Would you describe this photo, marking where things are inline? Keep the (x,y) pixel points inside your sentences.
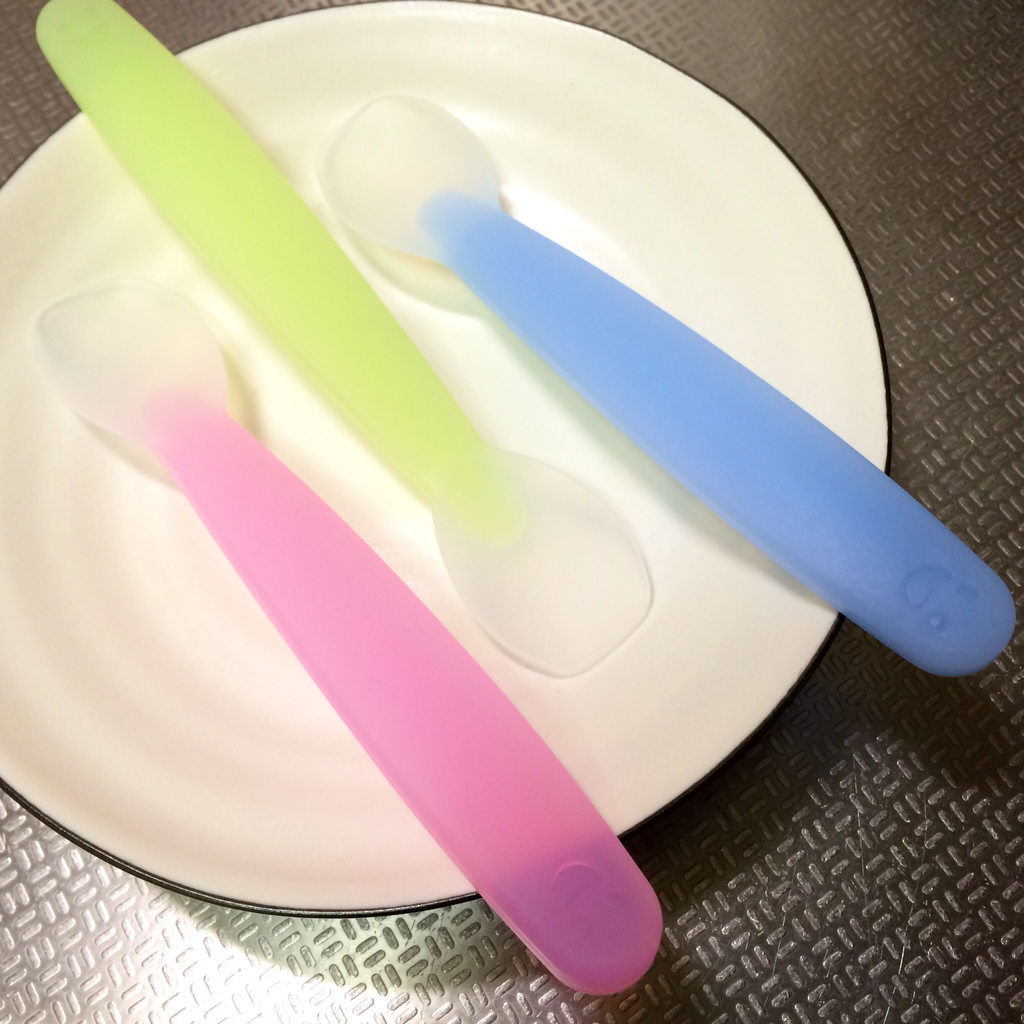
In this picture there are three spoons (323,578) placed on the plate (138,616) on the table (104,944).
